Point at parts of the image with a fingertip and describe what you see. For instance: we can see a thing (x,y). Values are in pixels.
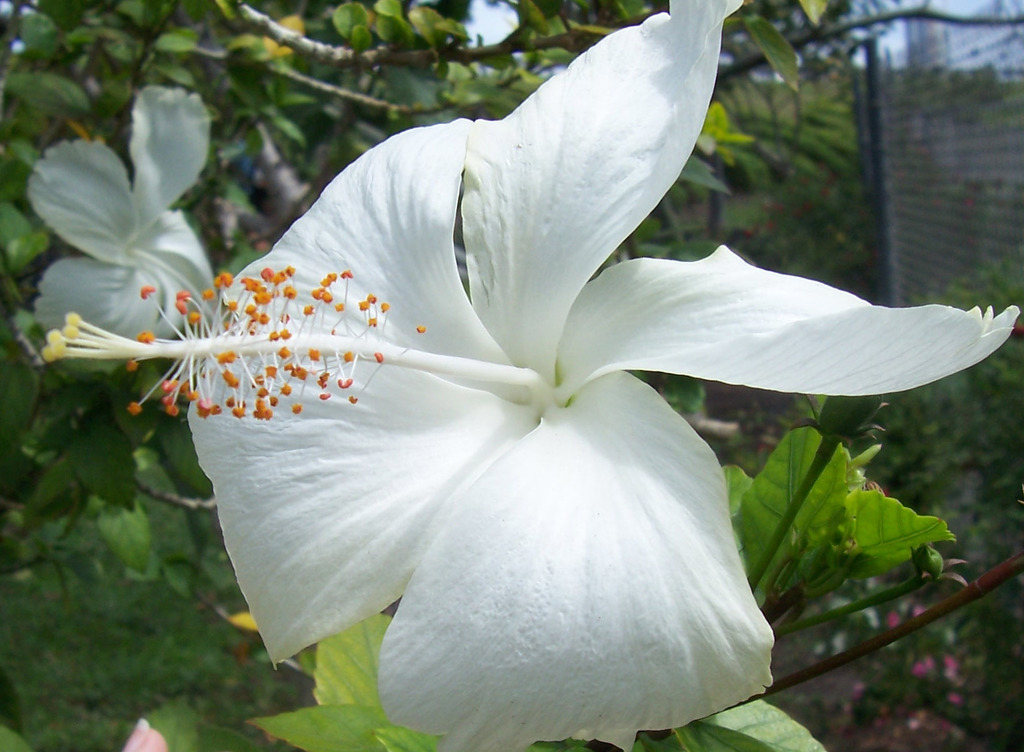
In this picture I can see flowers (483,371), few plants (736,732) and trees (605,9) in the background (348,115) and I can see a metal fence (961,209) on the right side (911,215).
